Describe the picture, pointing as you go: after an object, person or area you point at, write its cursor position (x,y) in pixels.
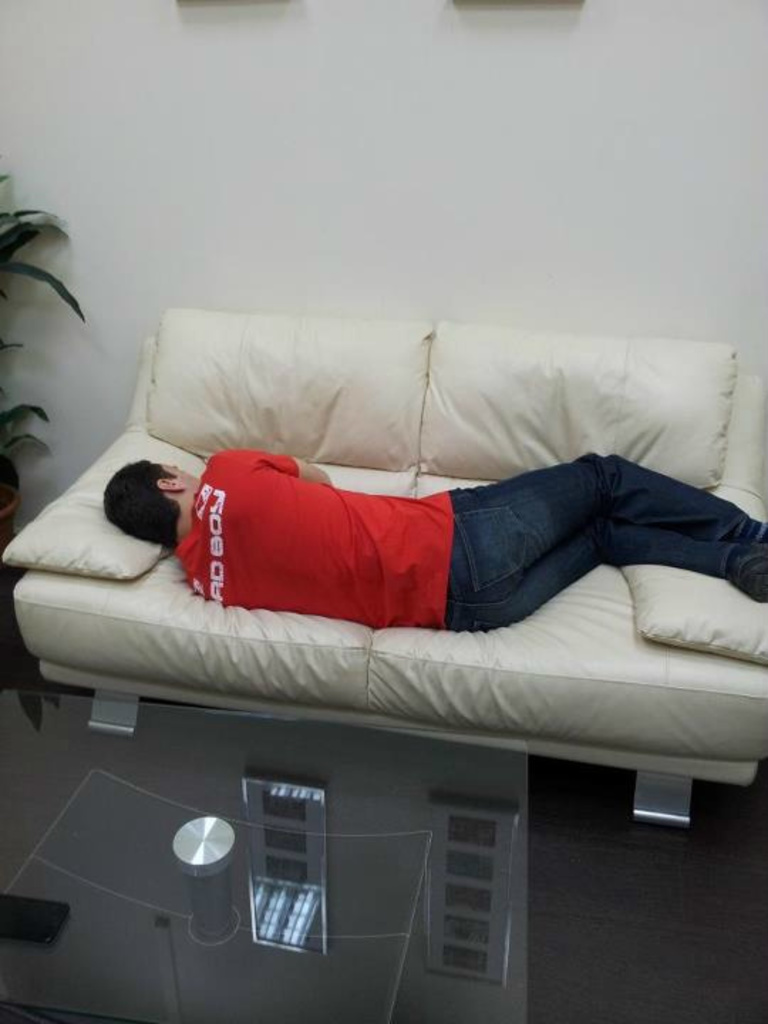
This man (403,596) is sleeping on this white couch (425,475). In-front of this man (230,571) there is a table (262,989), on this table (478,914) there is a reflection (488,827) of windows (280,846). Beside this couch (93,523) there is a plant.
